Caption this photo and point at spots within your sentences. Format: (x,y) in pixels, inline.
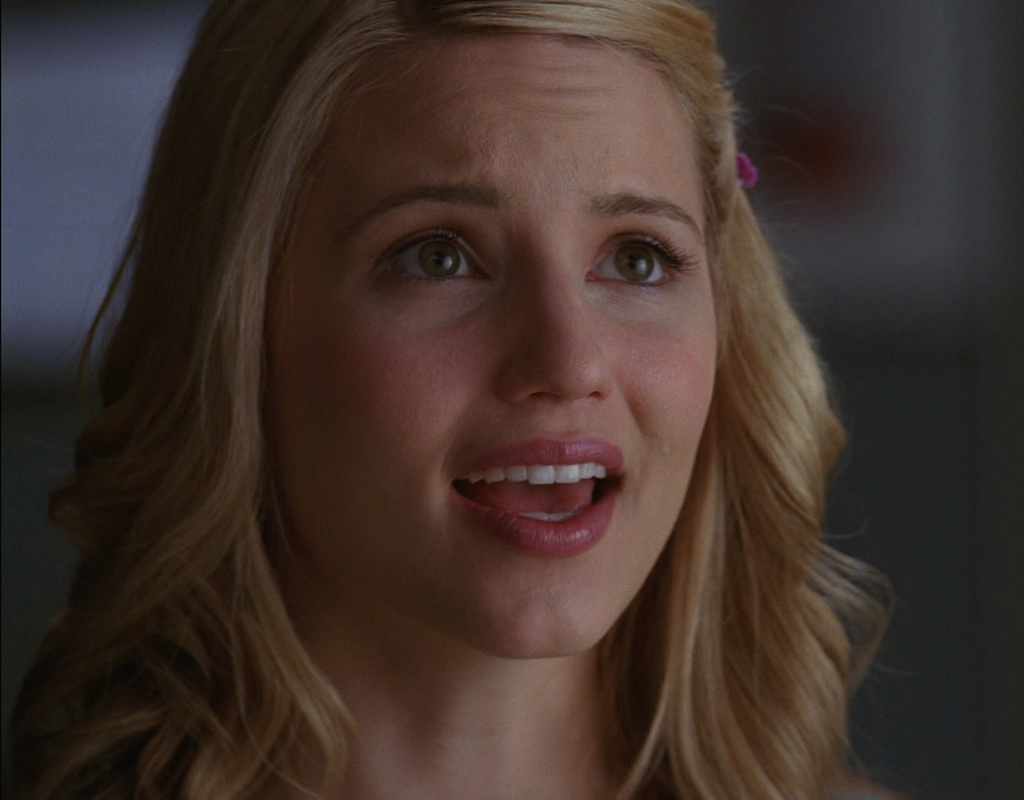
In this image we can see a girl's face (564,289).
